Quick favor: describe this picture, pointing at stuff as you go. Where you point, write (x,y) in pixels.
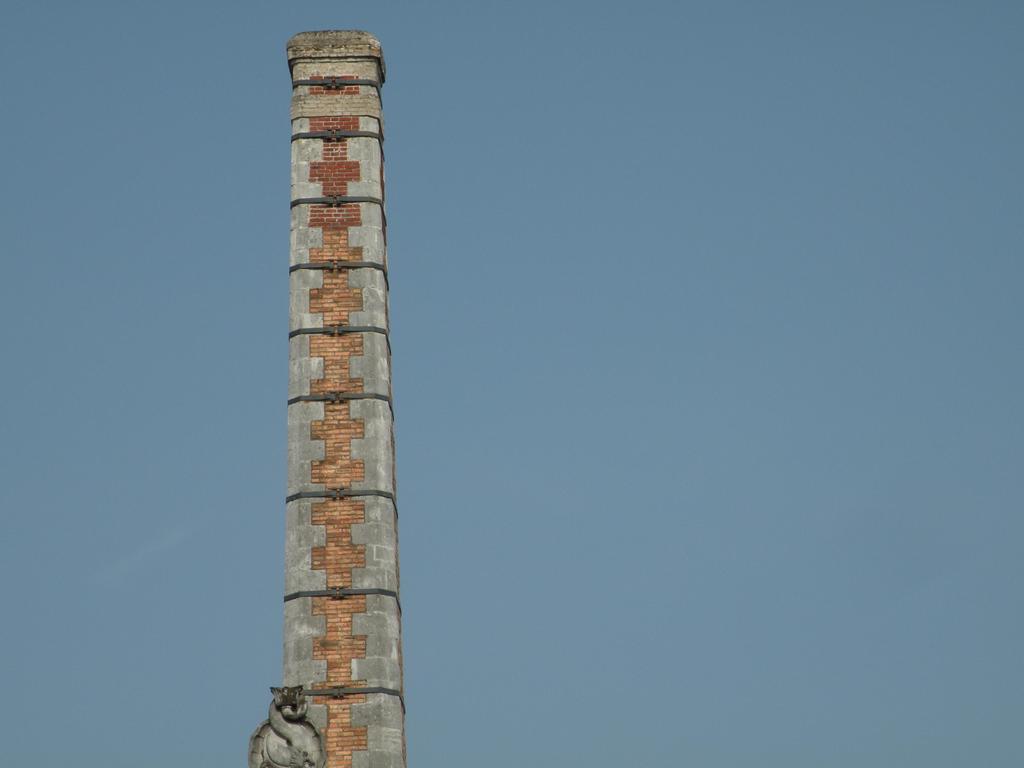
In the middle of the image (367,400) we can see a tower (354,390).
